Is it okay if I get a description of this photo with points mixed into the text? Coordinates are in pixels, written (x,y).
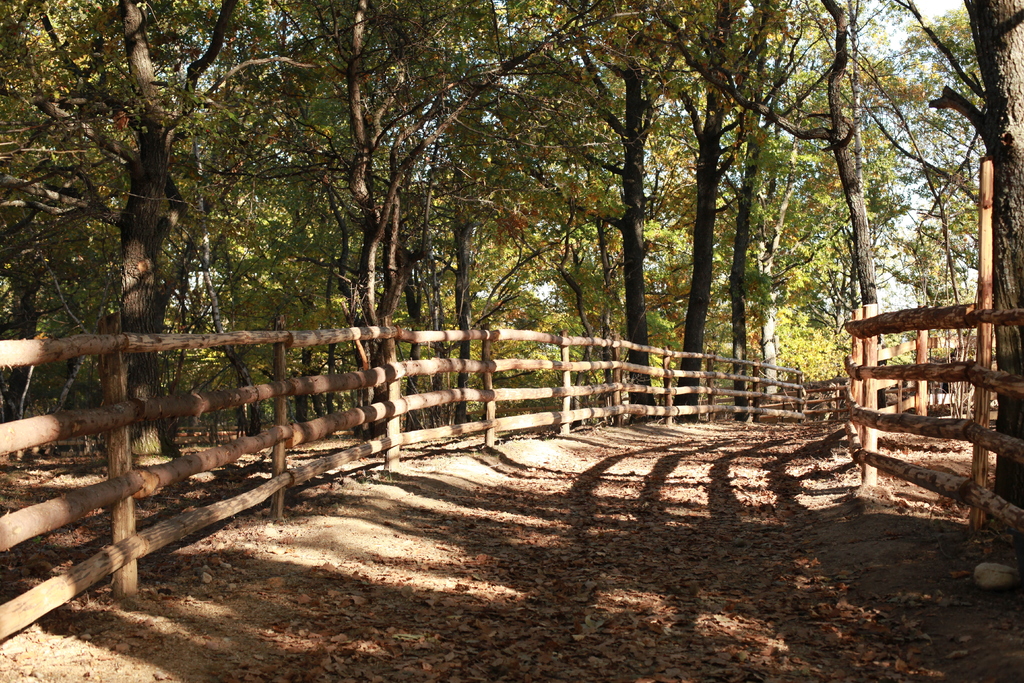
At the bottom of the image (481,574) on the ground (641,509) there are dry leaves (522,628). And there are wooden fencing (952,429) in the image. In the background (662,325) there are many trees (605,251).
